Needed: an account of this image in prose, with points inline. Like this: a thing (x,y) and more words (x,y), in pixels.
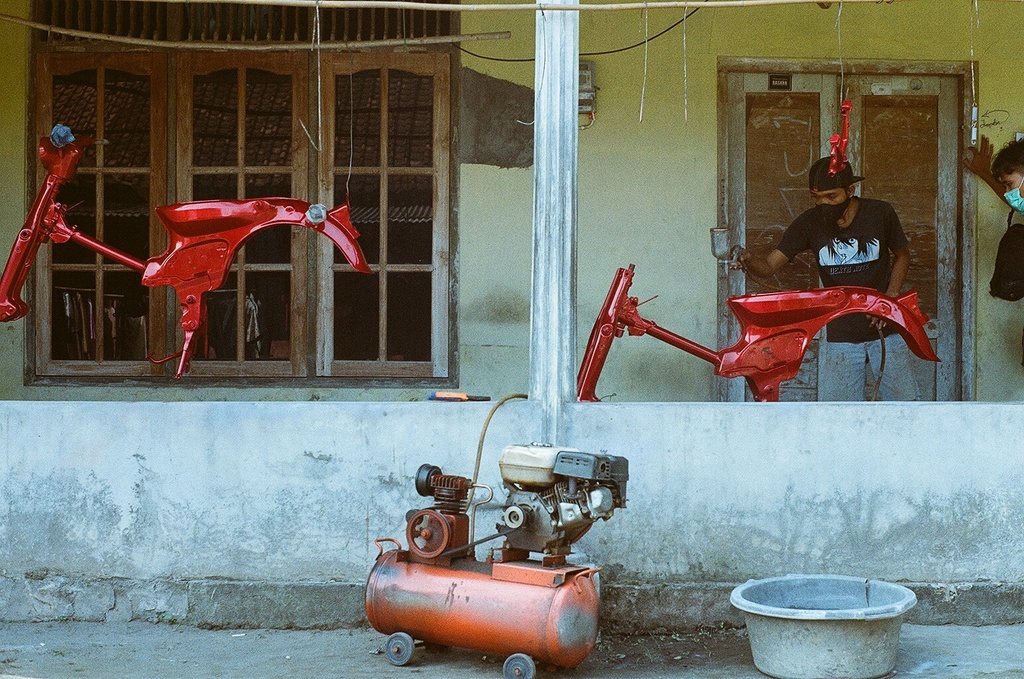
In this image, we can see a man (830,239) standing and he is painting a bike (778,320), there is a compressor (495,587) and in the background (634,130) we can see a wall (595,177) and there is a door (864,147) and we can see some windows (280,112).
